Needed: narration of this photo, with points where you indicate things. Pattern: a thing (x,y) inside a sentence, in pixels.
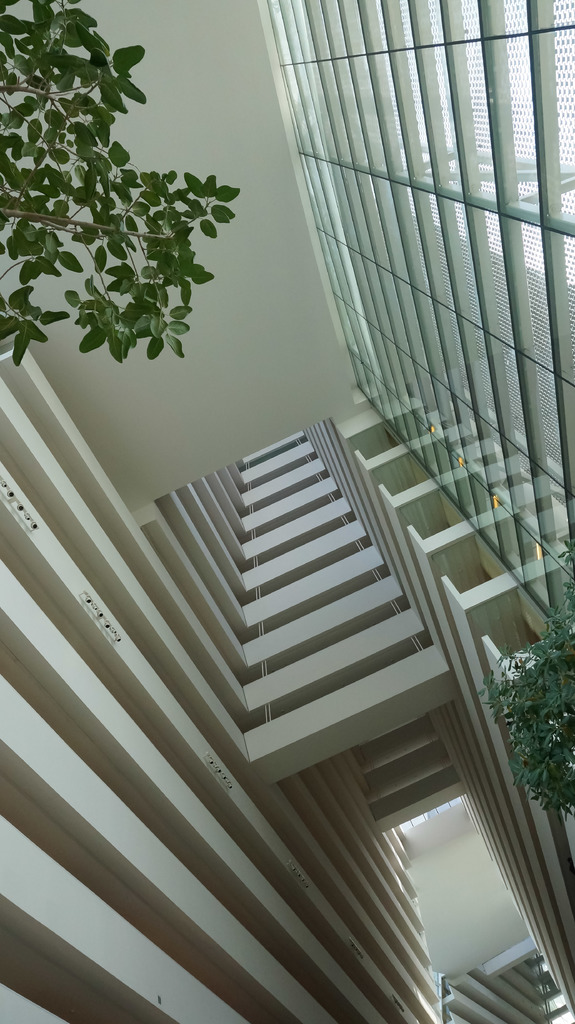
In this picture I can see the inside view of a building (309,355) and I see number of leaves (37,41) on both sides of this image and on the right top of this picture (447,153) I can see the glass wall (405,140).
